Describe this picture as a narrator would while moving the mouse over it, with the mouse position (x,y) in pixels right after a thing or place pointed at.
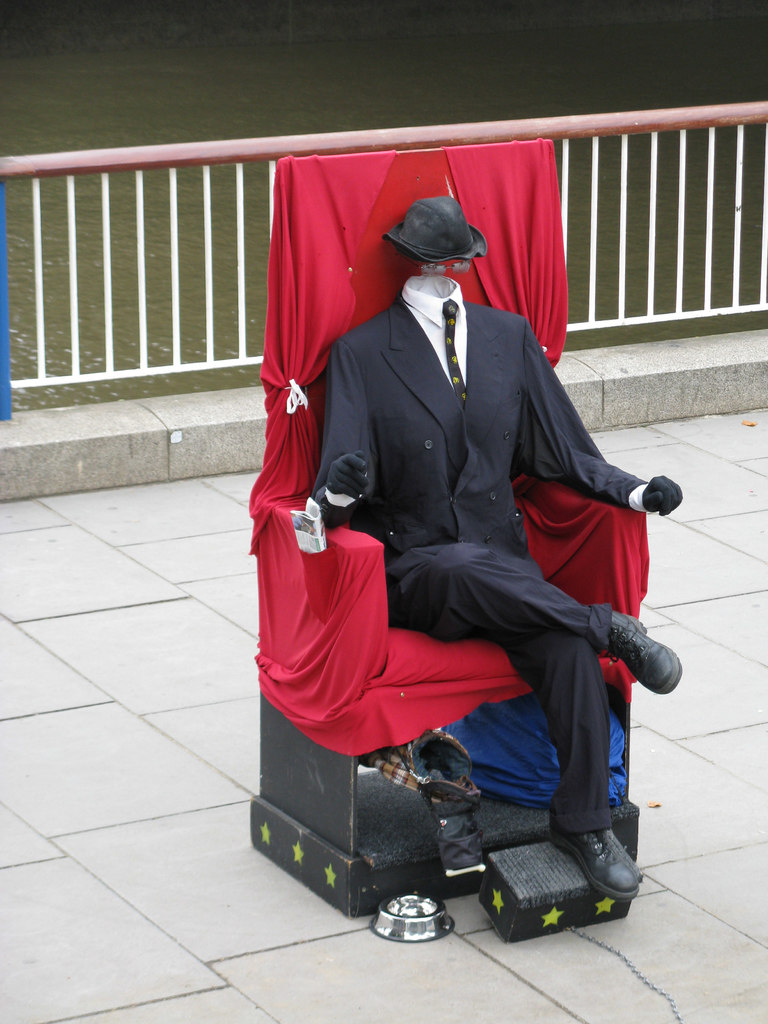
In this image I can see in the middle (456,625) there is a mannequin (568,485) on the chair (537,487). There are clothes (423,516), at the back side (736,218) there is the railing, at the top (250,104) there is water (214,112).
